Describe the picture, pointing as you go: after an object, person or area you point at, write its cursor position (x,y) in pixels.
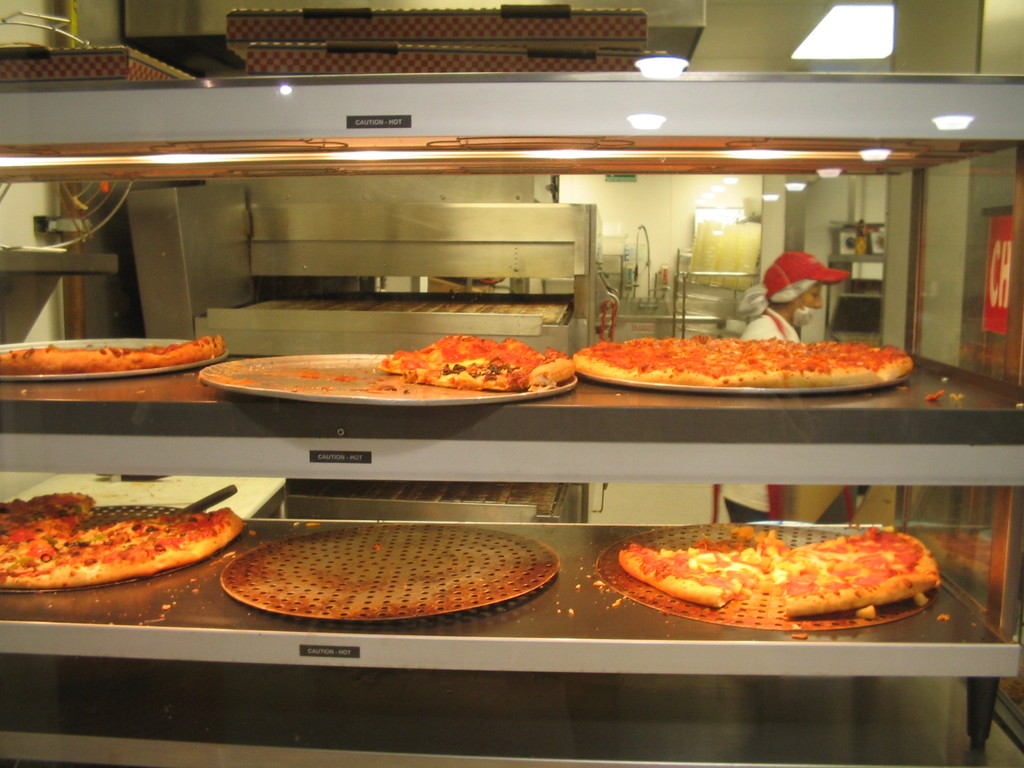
In the foreground of the picture (660,363) we can see pizzas (639,353) in a display warmer (1008,400). In the middle of the picture (514,302) there are some kitchen utensils (545,272), a person (787,306) and various other objects (693,275). In the background (713,222) we can see wall (679,225) and various kitchen utensils (703,246).
